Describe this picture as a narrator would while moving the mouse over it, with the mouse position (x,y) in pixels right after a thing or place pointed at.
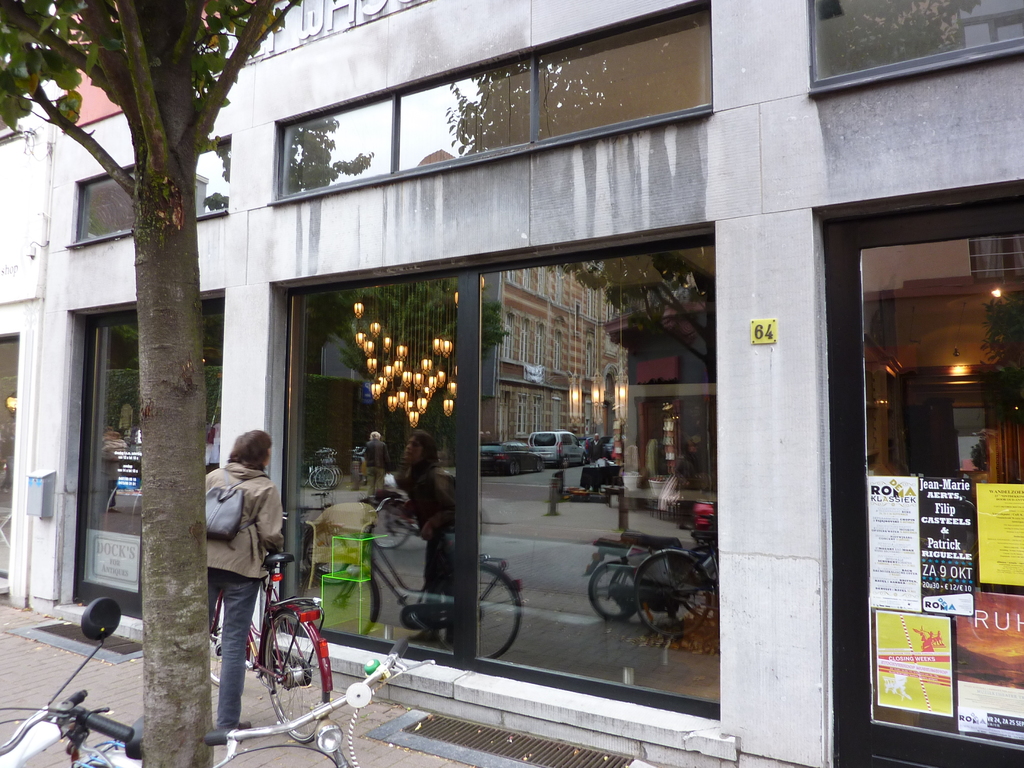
In this image we can see persons (256,475) standing on the road (255,697) by holding a bicycle (295,656), trees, stores (292,334), papers (943,507) pasted on the glasses (884,342) and the reflections (556,390) of buildings (564,355), motor vehicles (549,450) on the road (513,492) and bicycles (588,568) in the glasses (390,456).
